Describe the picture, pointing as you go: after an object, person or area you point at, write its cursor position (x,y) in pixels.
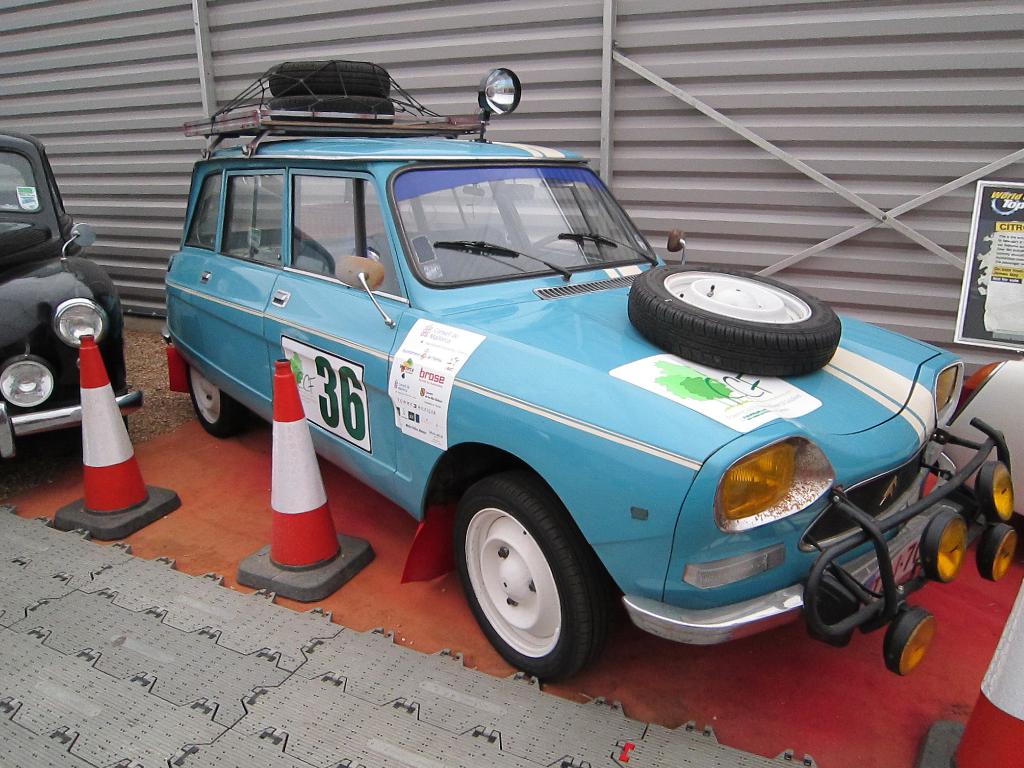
In this image I can see two vehicles (105,313) in blue and black color, in front (299,516) I can see two poles (297,498) in red and white color. I can also see a wheel (760,343) in black color.
